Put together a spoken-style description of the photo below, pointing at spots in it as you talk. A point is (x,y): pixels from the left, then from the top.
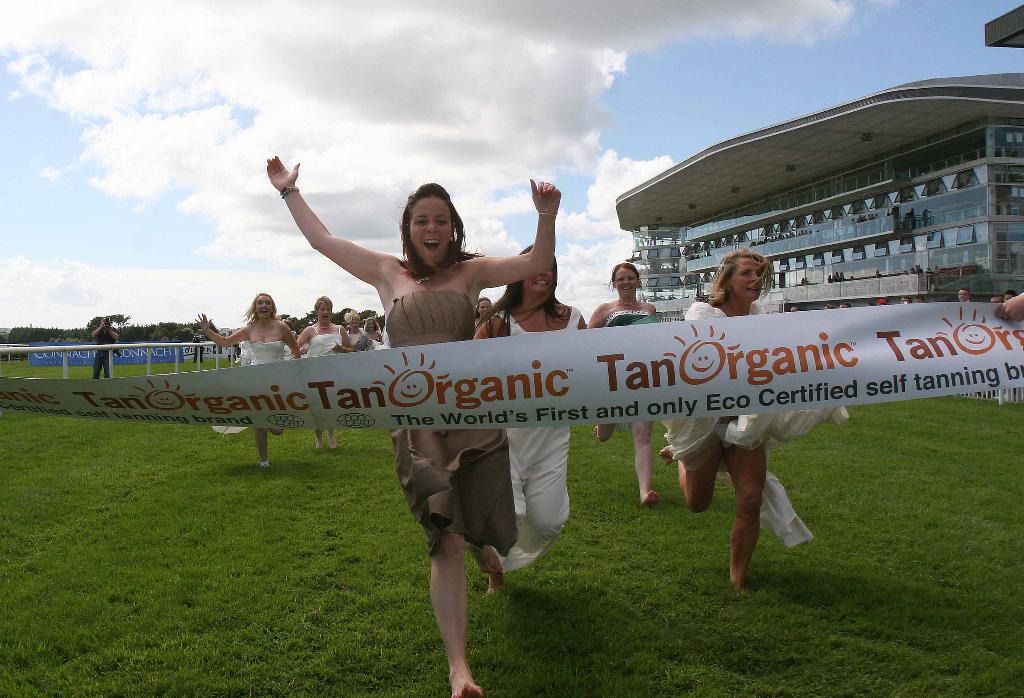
In the middle of the image (578,398) there is a long banner (442,351). Behind the banner (563,393) there are few ladies (731,282) running on the ground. On the ground (377,496) there is grass (552,551). In the background (105,338) to the left side (92,352) there is a railing (132,346) and also there is a man (105,352) behind the railing (151,349). And at the right side of the image (865,215) there is a building (834,213) with glass windows (840,219) and roof (755,171). And also in the background (59,332) there are many trees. To the top of the image (488,63) there is a sky (464,97) with clouds (233,207).
